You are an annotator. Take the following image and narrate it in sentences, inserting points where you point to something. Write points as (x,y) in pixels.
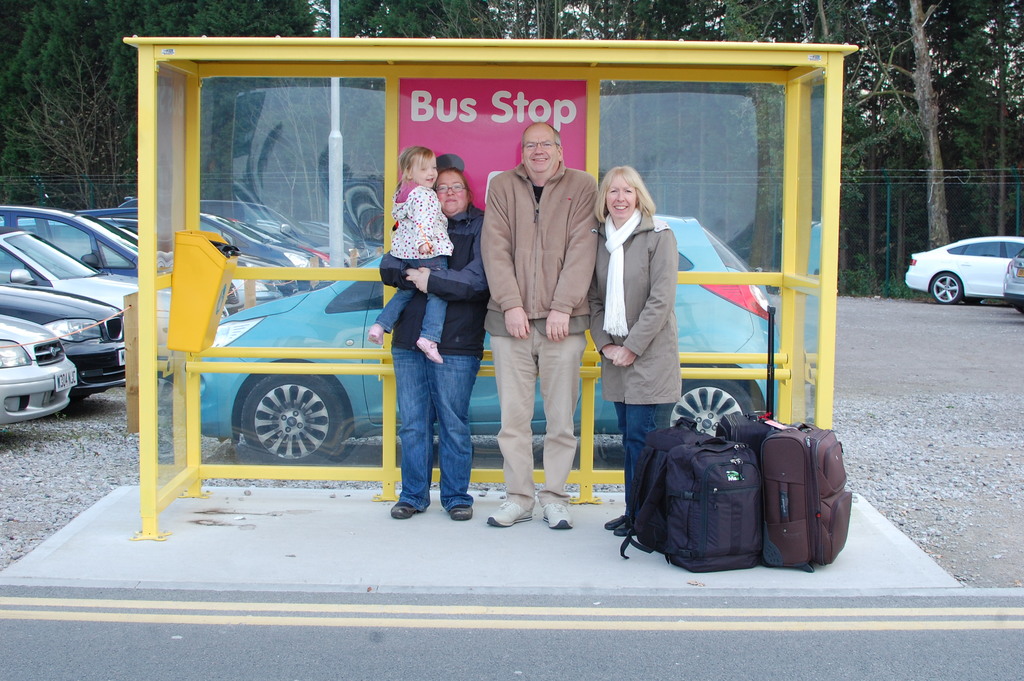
In this picture we can see there are three people (499,388) standing at the bus stop (375,197). On the right side of the people (574,286) there are some bags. Behind the people (441,311) there are some vehicles (9,261) parked on the path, trees (348,16), poles (334,8) and a sky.
